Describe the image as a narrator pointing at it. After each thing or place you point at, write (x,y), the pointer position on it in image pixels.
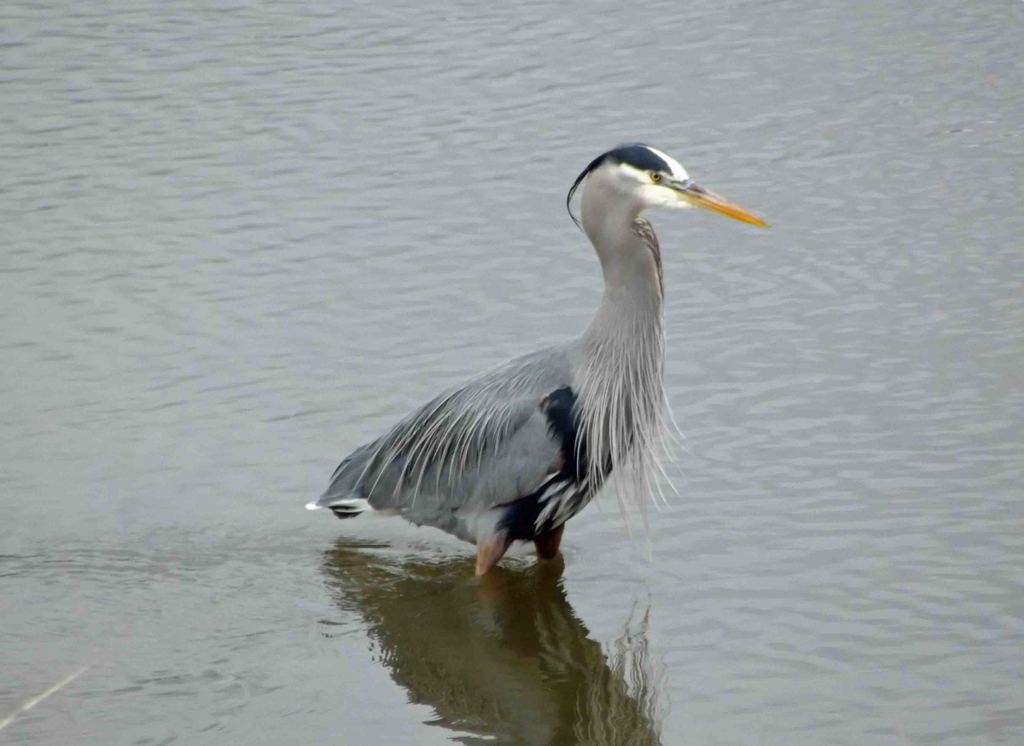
In the middle (400,475) I can see a bird (517,510) in the water (256,499). This image is taken may be in the lake (647,38) during a day.
